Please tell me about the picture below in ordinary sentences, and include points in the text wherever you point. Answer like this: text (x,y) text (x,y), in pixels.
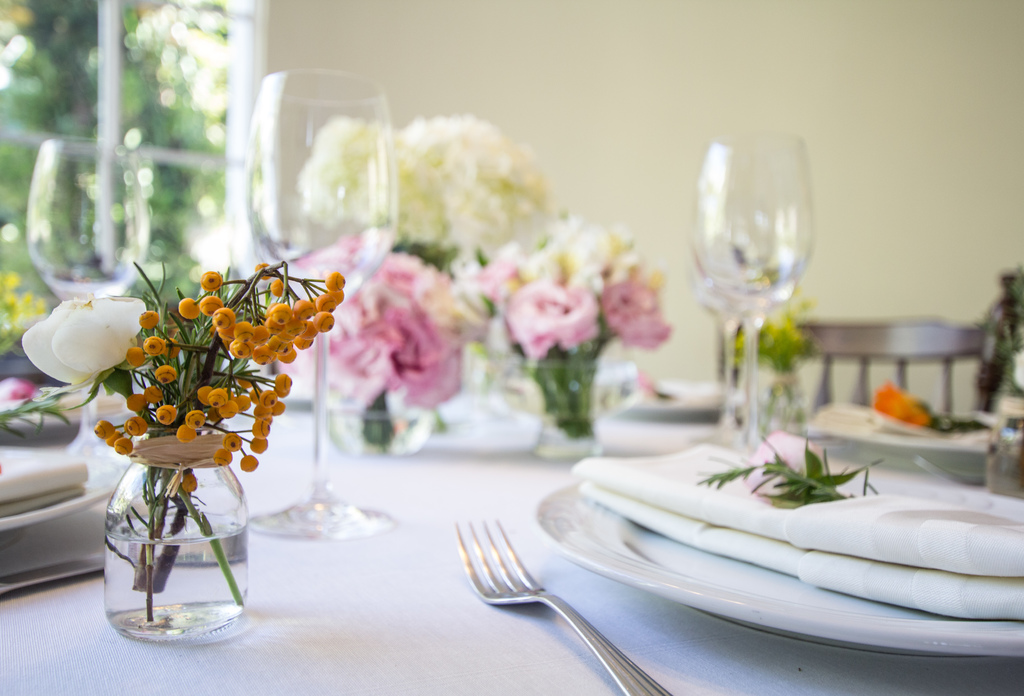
At the bottom of the image (323,690) there is a table (456,488) and we can see plates (757,591), napkins (853,576), fork (626,667), glasses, bouquet (371,403), jar (171,600) and flowers (118,317) placed on the table (378,557). In the background (960,366) there is a chair (934,331), wall (625,98) and a window (157,55).
